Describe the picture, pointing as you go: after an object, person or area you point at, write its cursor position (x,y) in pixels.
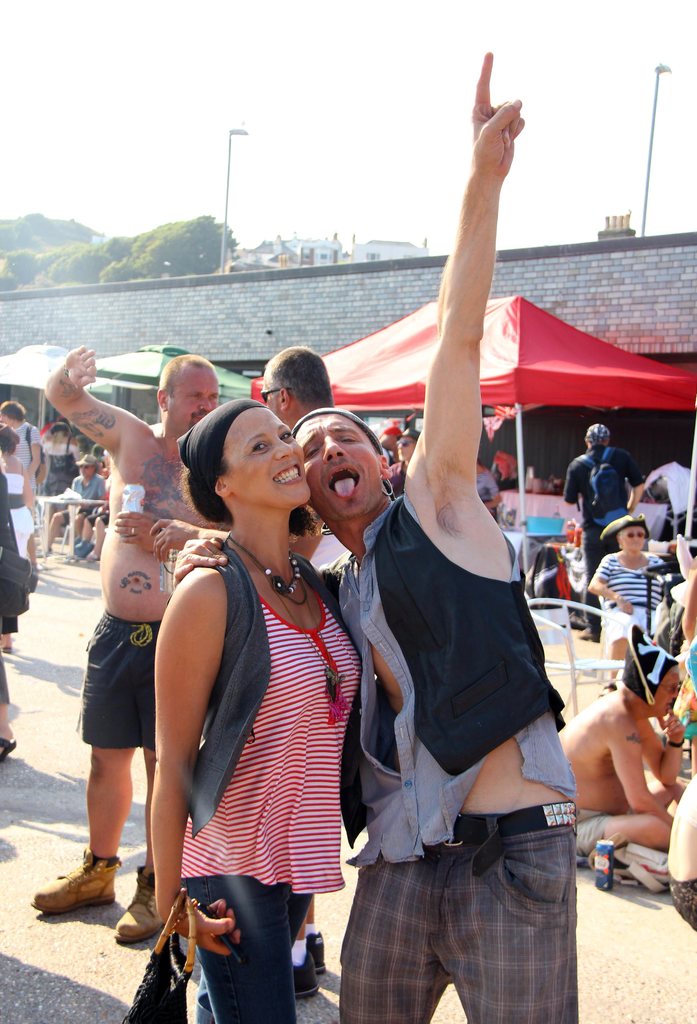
In the center of the image (283,604) we can see two people (283,604) are standing and a lady (354,688) is holding a mobile (205,909) and bag (187,957). In the background of the image (304,392) we can see some people (633,761) are standing and some of them are sitting on the chairs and some of them are sitting on the ground (581,877) and also we can see the wall (290,341), trees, tents (38,366), boards (668,444), poles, lights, buildings (385,256). At the top of the image (331,125) we can see the sky (296,138). At the bottom of the image (22,835) we can see the ground (659,1002).
